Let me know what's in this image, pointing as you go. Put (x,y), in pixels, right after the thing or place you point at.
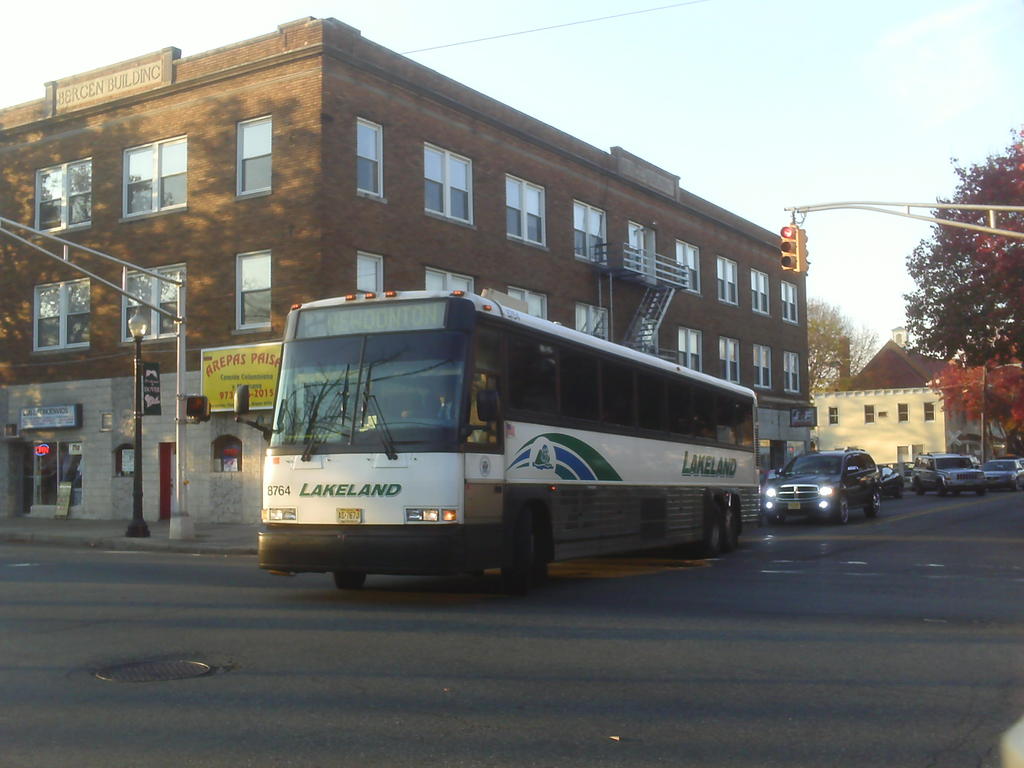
This picture is clicked outside on the road (910,608). In the center (431,327) there is a bus (566,499) and the cars (886,489) seems to be running on the road (332,624). On the left (183,394) we can see a lamp (138,333) and poles (182,353) and metal rods (183,317) and there are some boards (252,367) attached to the building (83,375) and we can see the text (60,410) is printed on the boards (242,383). In the background (821,86) there is a sky (871,93), traffic light (785,258) attached to the metal rods (1023,237), buildings (702,367) and trees (1004,248).
